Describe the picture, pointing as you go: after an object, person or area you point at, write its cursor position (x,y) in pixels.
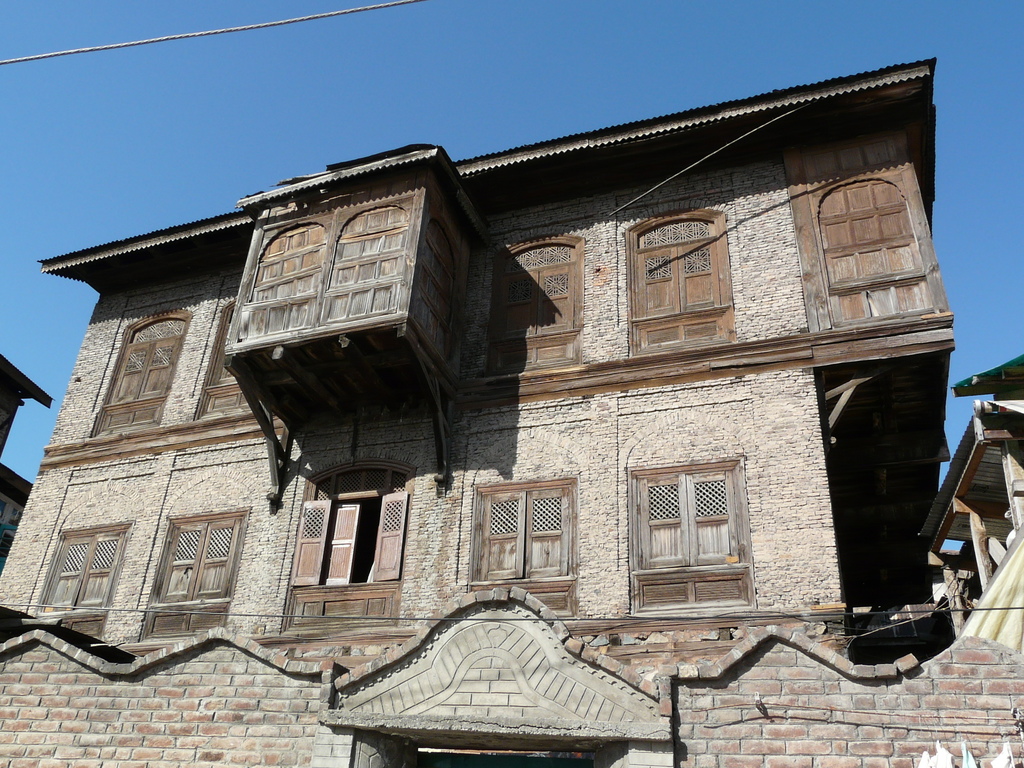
In this image I can see the building (406,457) with windows (114,397). It is in ash and brown color. In the background (395,87) I can see the blue sky (391,83).
